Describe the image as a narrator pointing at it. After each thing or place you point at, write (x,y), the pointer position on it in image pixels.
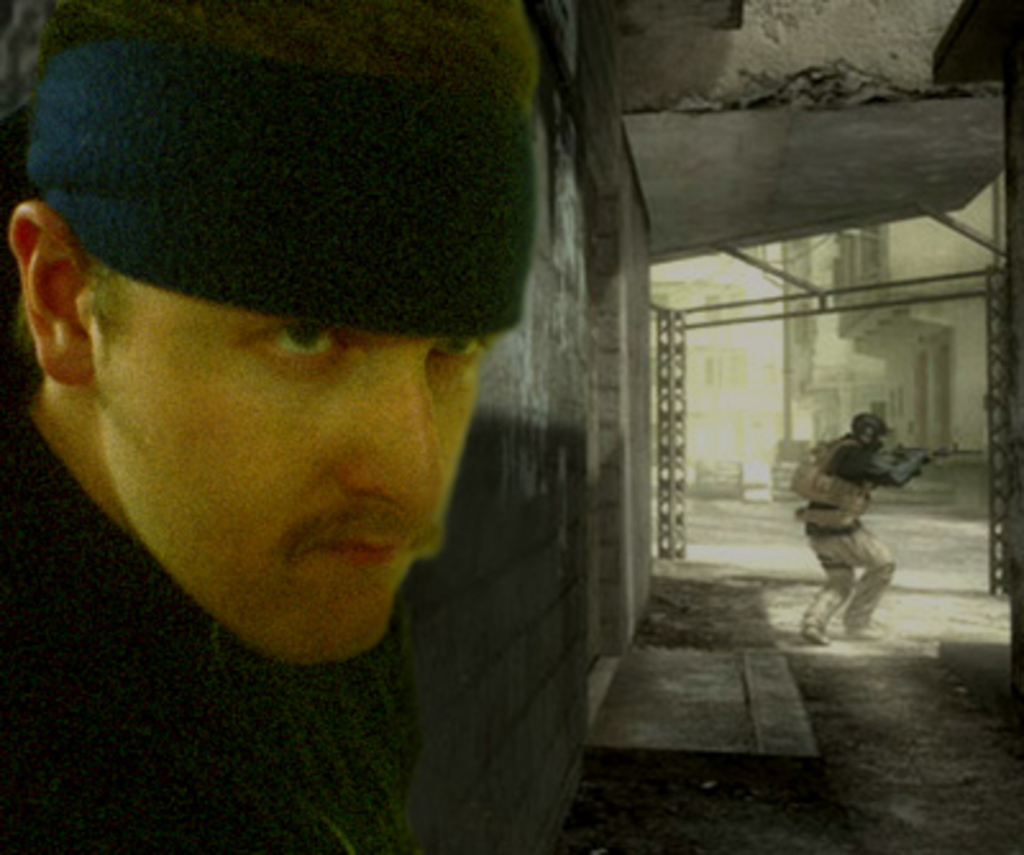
In this image I can see two persons (125,555). In the background (823,457) the person (823,457) is holding some object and I can see few buildings (801,365) and poles (663,501).
